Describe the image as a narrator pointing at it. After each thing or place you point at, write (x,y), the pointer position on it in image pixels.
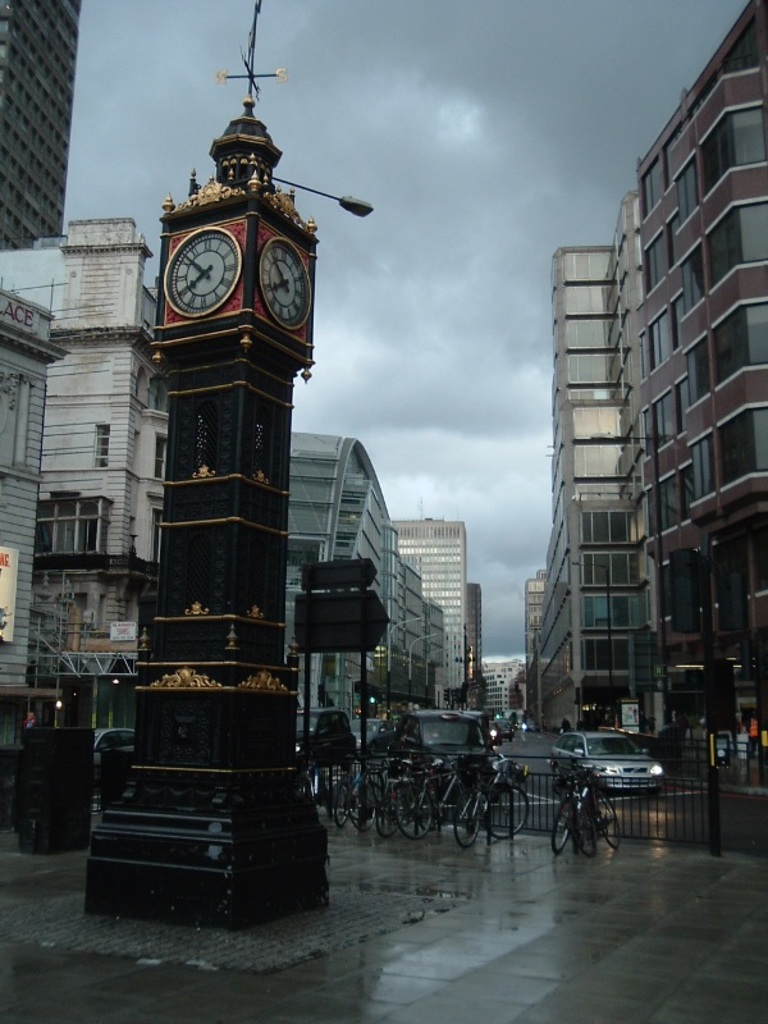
In the image I can see the ground (530,838), few bicycles (509,779), the railing (504,795), a huge black colored tower (258,776) with clocks (224,276) to it, the road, few vehicles (588,746) on the road (520,746) and few buildings (386,630). In the background (498,461) I can see the sky (406,138).
